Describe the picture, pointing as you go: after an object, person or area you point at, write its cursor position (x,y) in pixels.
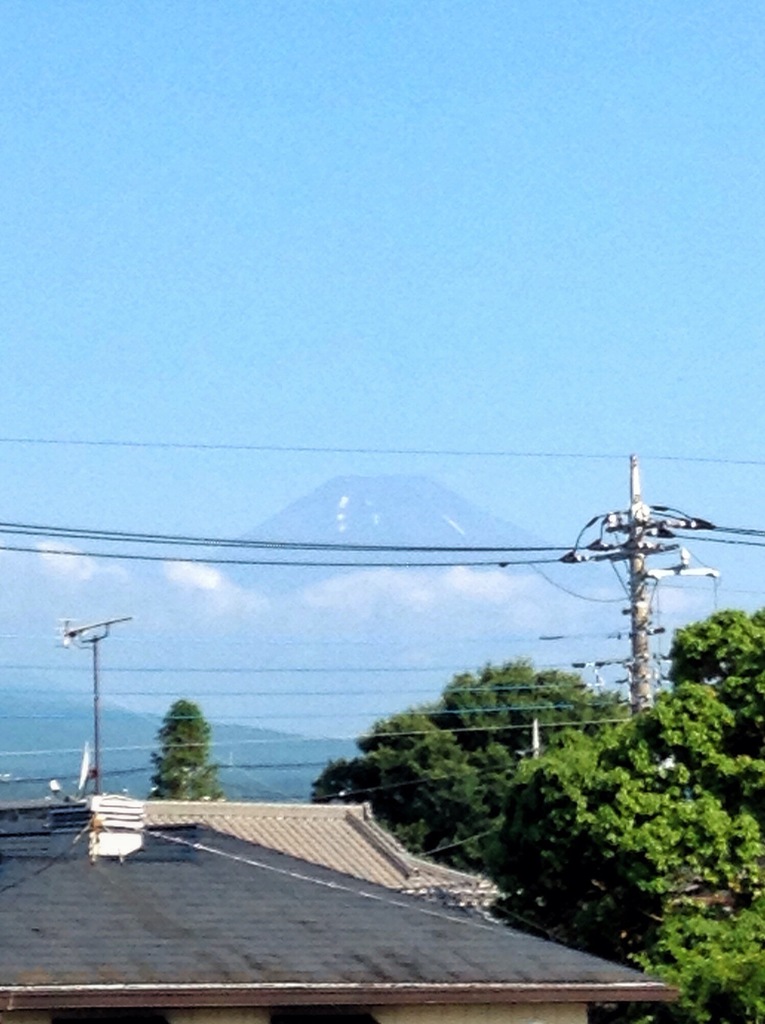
In the given image i can see a house's (258,821), electrical poles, trees (695,648), mountains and in the background (339,343) i can see the sky (349,279).
